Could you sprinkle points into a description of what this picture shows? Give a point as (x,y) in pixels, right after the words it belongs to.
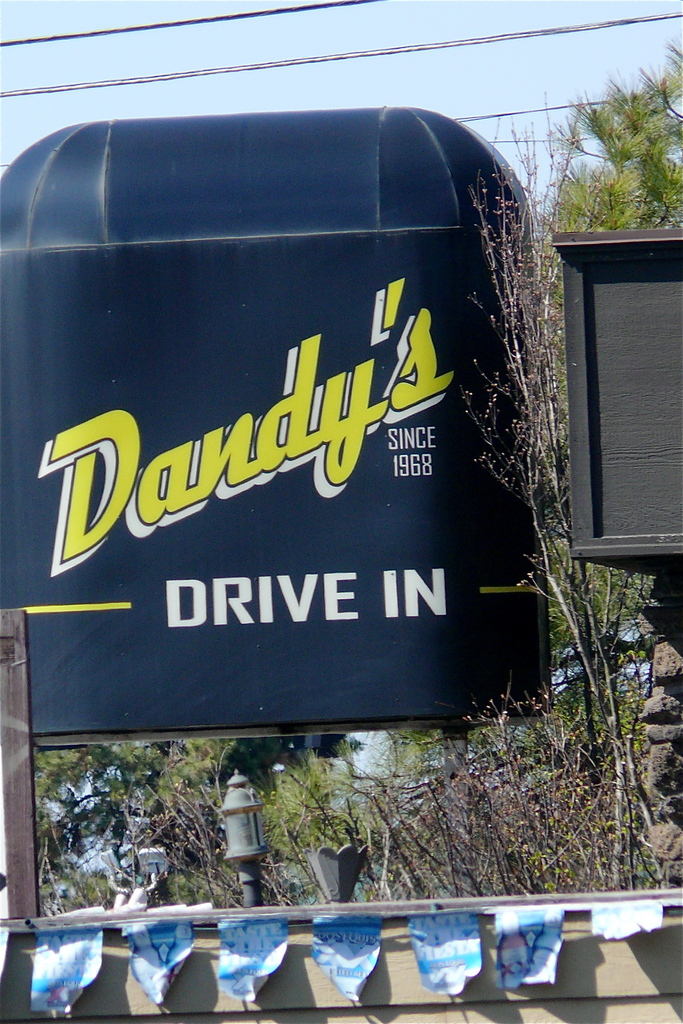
In the picture I can see a black color object (275,608) which has something written on it. I can also see plants (381,779), wires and some other things (238,838). In the background (365,747) I can see the sky (370,737).
